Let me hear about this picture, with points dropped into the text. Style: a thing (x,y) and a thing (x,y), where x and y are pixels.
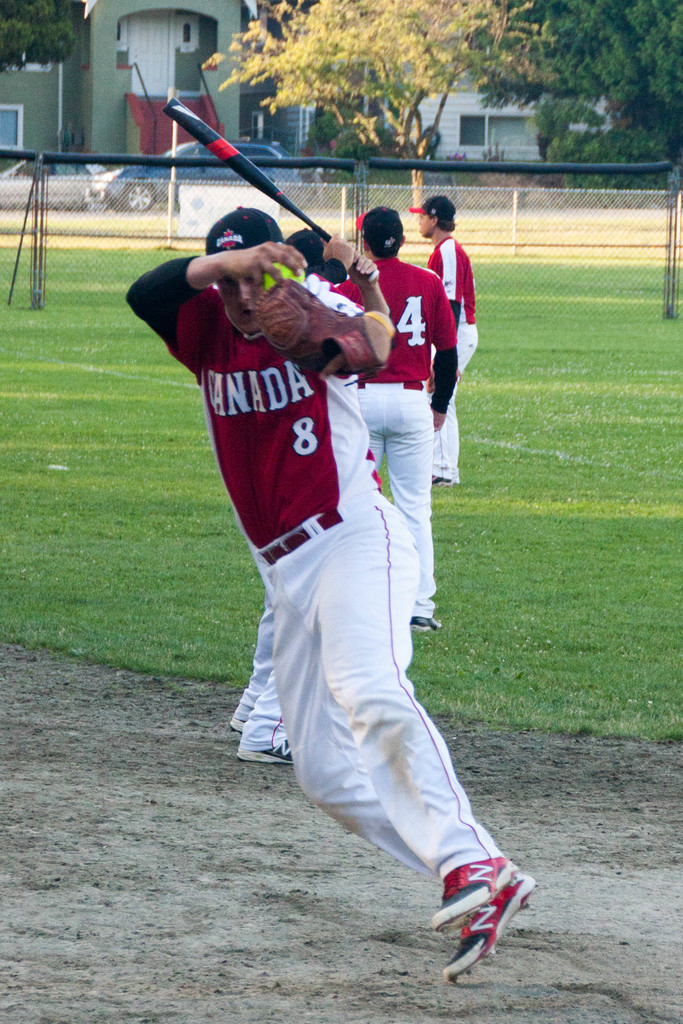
In the image few people (372,714) are standing and holding some balls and baseball bats (372,275). Behind them there is grass (496,278) and fencing (653,294). Behind the fencing (653,294) there are some trees (580,103) and vehicles (228,177) and buildings (39,93) and poles (39,181).
